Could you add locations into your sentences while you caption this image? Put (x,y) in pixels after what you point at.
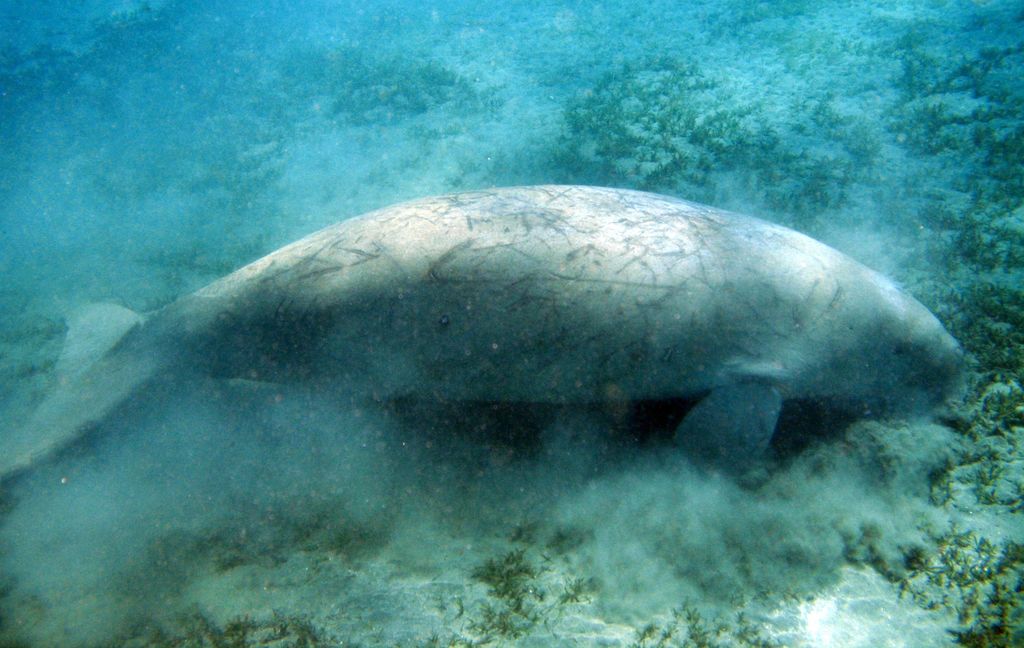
In this image there is a dugong (449,249) in the water (445,136), beneath the dugong (562,251) there is sand (808,134) and grass (687,133).
